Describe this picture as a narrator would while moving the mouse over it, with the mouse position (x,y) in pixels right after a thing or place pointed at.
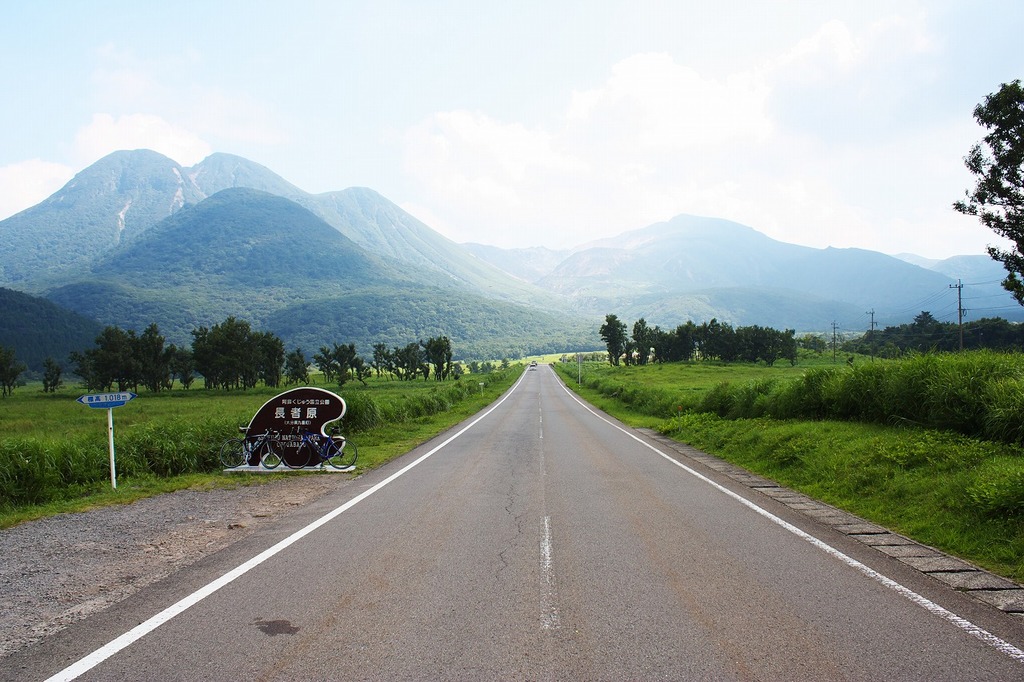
The picture is taken along the countryside (393,300). In the foreground of the picture (877,405) there are bicycles (308,444), soil (300,486), shrubs (1014,389), plants (62,429), grass (1007,486) and road (481,424). In the center of the picture (393,366) there are fields (1003,379), trees (738,337), current poles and cables (961,288). In the background (227,222) there are hills (509,283). Sky (156,7) is sunny.
